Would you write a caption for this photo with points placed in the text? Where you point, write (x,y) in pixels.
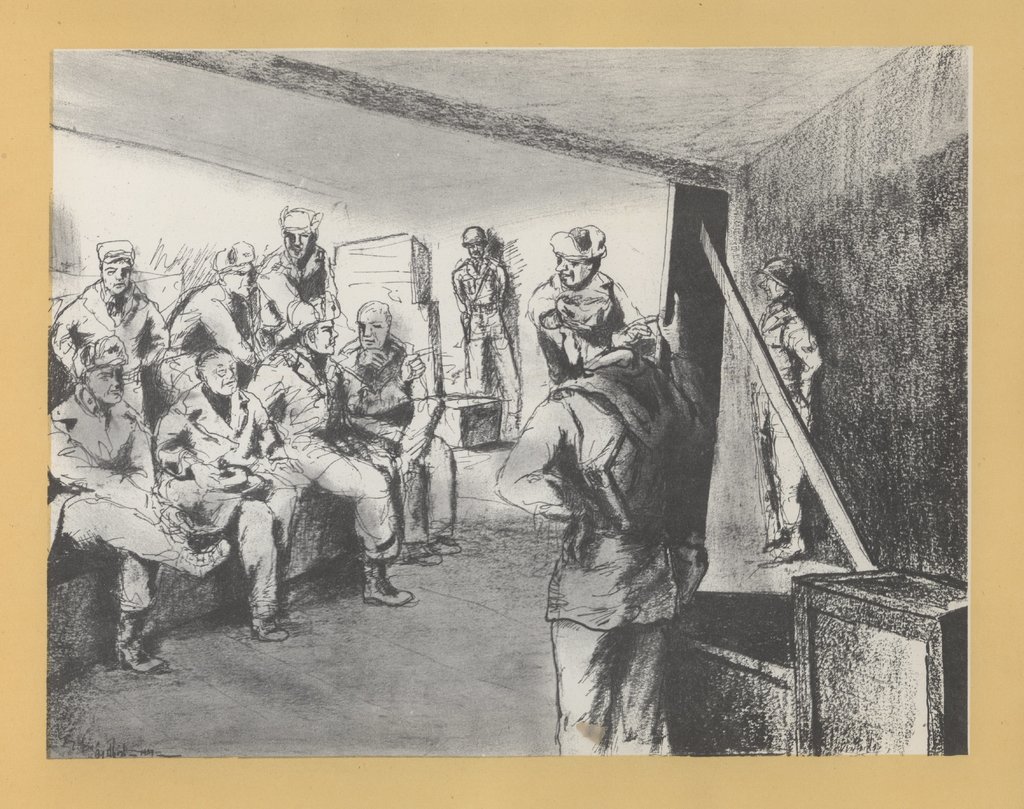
In this image we can see a black and white picture of a drawing in which we can see a group of people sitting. On the right side (686,561) we can see some people (578,545) standing on the floor (529,574).
